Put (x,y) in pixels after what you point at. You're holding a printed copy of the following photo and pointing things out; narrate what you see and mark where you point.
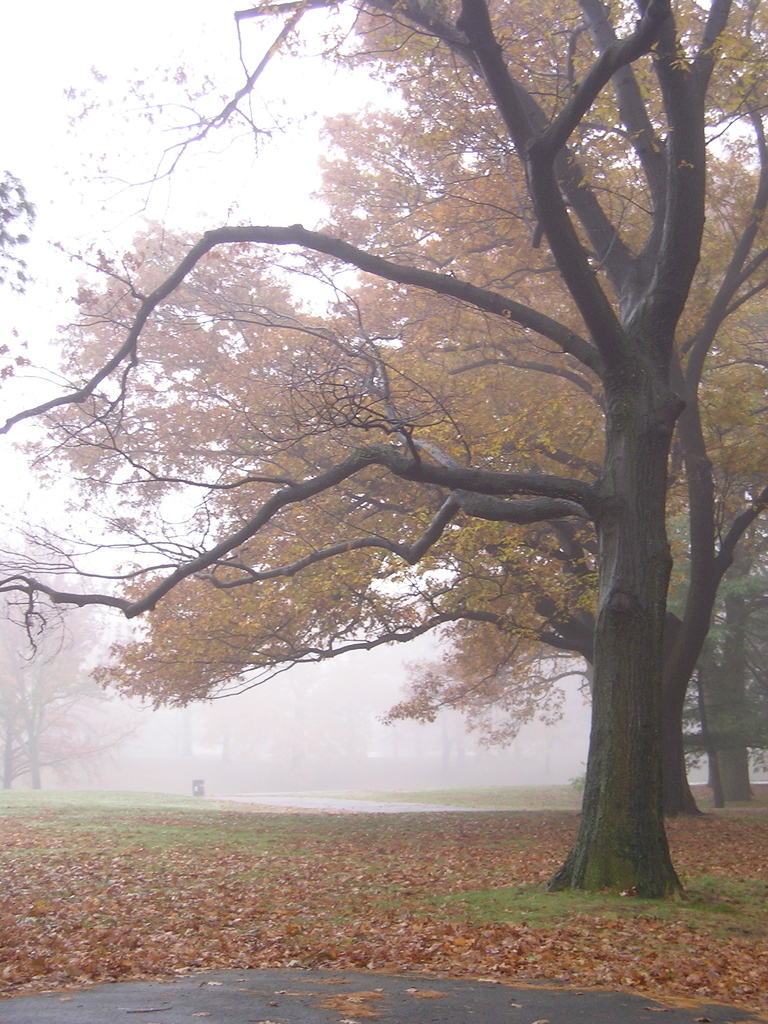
In this image we can see trees (475,522). On the ground (343,810) there are dried leaves (218,912).
